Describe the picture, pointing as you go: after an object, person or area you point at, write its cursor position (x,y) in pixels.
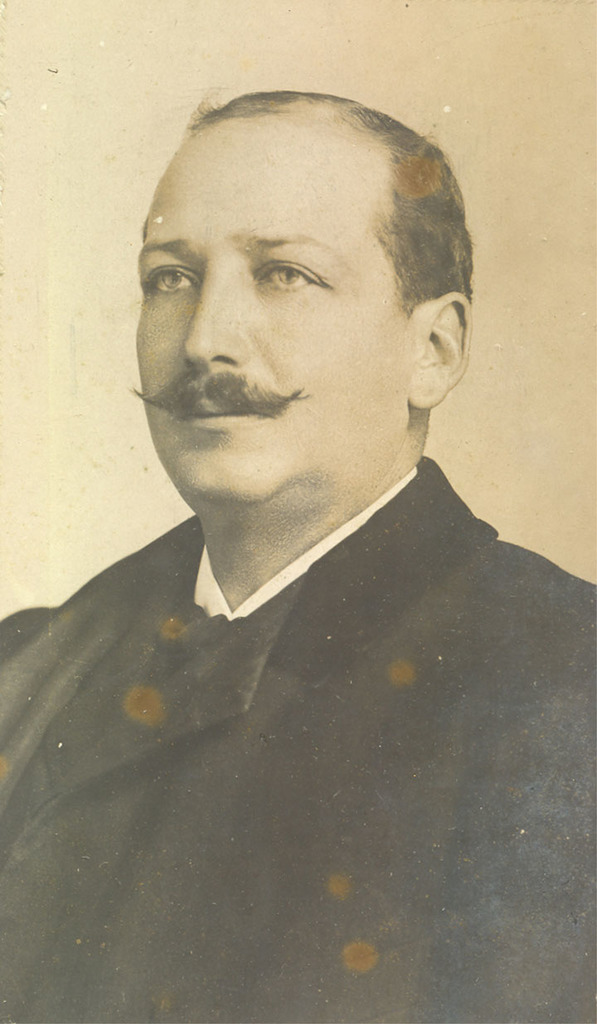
In this image I can see the person (515,697) and the image is in black and white.
